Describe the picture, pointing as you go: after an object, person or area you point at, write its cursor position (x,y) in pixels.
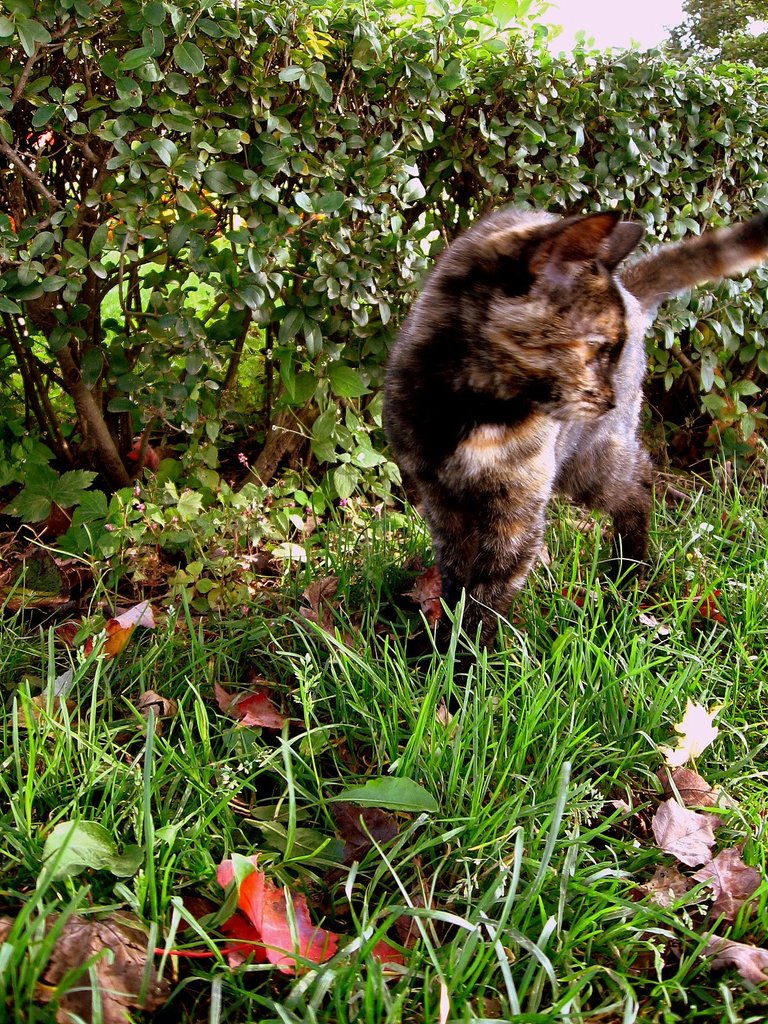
This picture is clicked outside. In the foreground (284,737) we can see the green grass (609,657). In the center (487,392) there is an animal (540,389). In the background (317,202) we can see the plants (371,220).
